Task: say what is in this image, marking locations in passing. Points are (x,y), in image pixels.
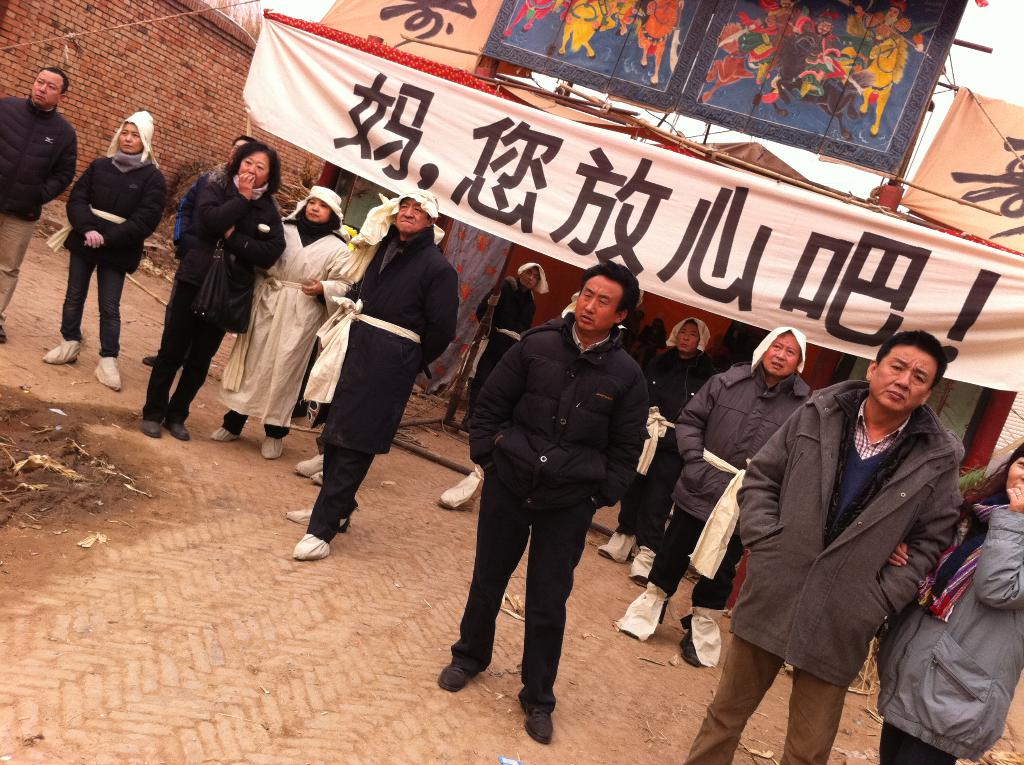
In the picture I can see group of people (540,396) are standing on the ground (289,473). In the background (662,205) I can see a banner (704,239) which has something written on it, a brick wall (211,153) and some other objects (874,147).
